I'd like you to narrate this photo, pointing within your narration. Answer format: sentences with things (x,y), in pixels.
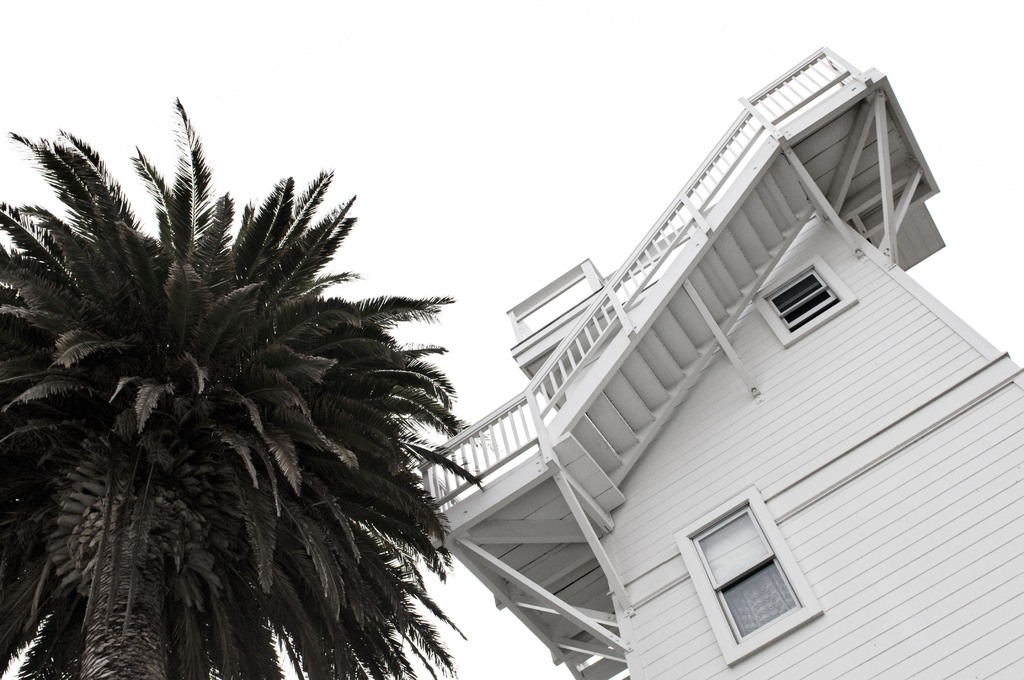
In this picture there is a tree (181,243) on the left side of the image (228,203) and there is a building (1017,416) on the right side of the image (704,542), there is a staircase (560,368) and a window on the right side of the image (791,193).
